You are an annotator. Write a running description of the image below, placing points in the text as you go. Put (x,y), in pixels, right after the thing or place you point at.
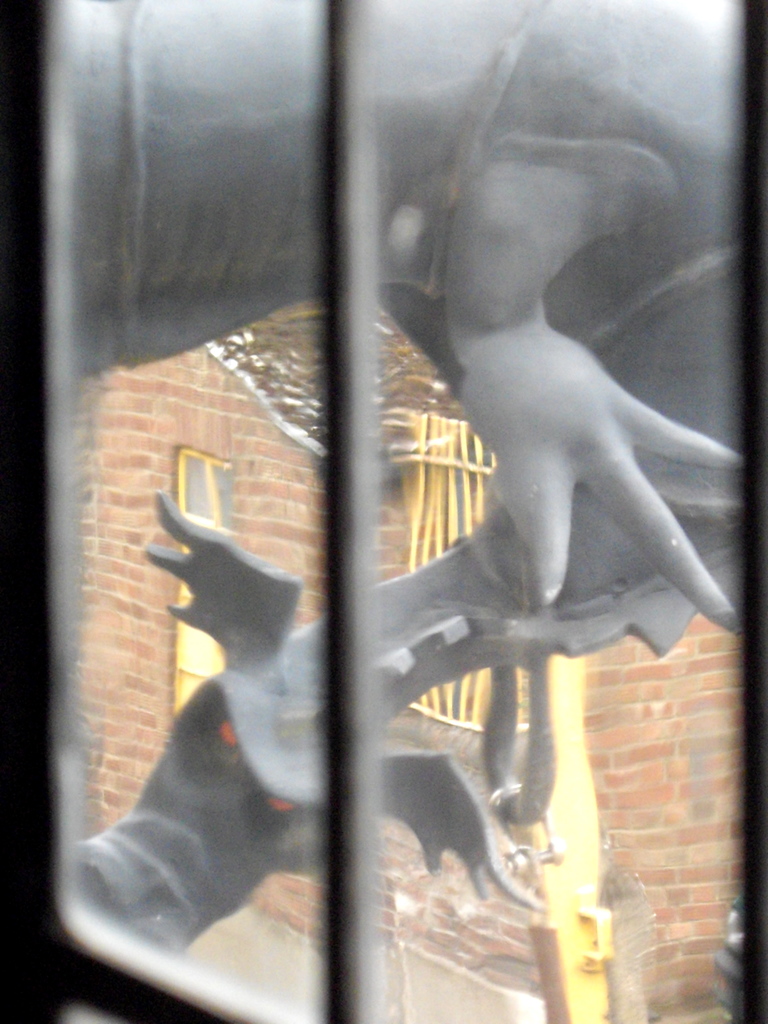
This image is taken indoors. In the middle of the image (360,433) there is a window (57,216) and through the window (447,877) we can see there is a sculpture (215,752) of a dragon (499,591). There is a house (633,789) with a wall (708,777), a window (453,707), a door (179,626) and a roof (298,437).
